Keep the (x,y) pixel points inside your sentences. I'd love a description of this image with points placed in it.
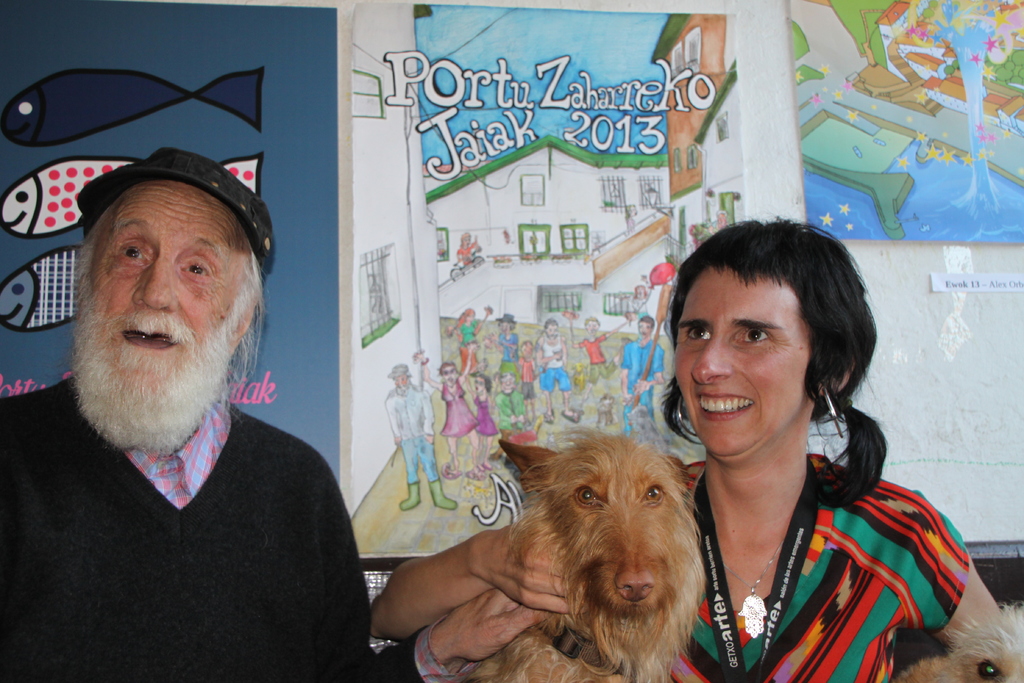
In this picture there is a man (239,522) with black jacket (239,522) is standing. And to the right side (795,522) there is lady (753,535). She is standing. She is smiling. And she is holding two dogs (642,555) in her hands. In the background (581,333) there are some posters (581,108) to the wall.
